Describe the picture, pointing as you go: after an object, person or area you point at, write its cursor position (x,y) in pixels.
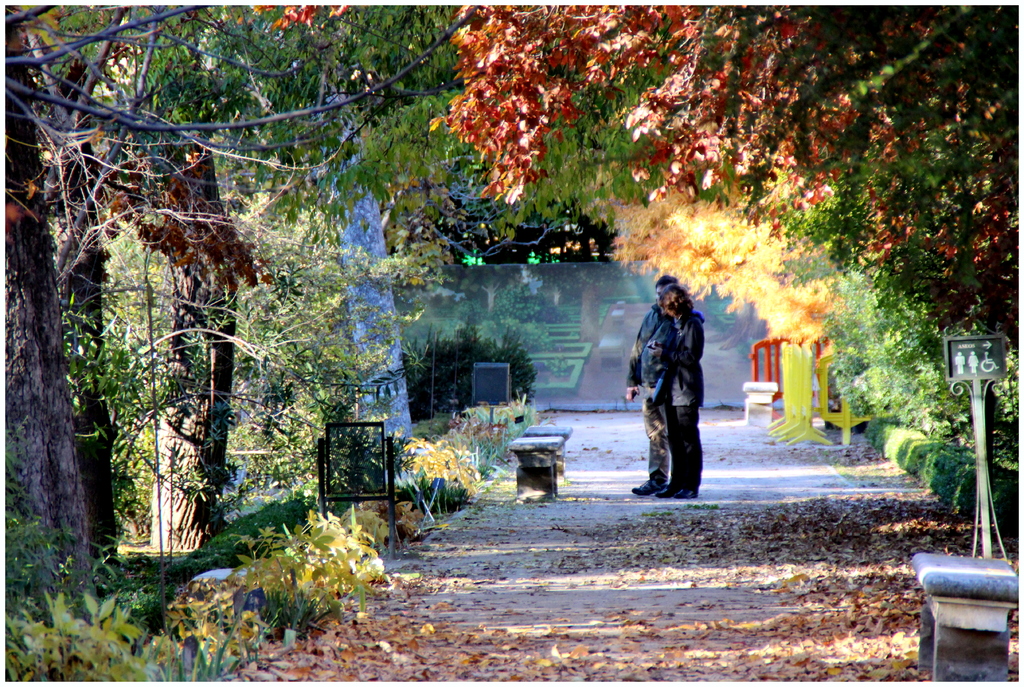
In this image we can see two persons (658,407) standing. There are benches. On the sides there are trees (310,234). Also there are plants (867,404). On the road (791,511) there are dried leaves (817,539).
